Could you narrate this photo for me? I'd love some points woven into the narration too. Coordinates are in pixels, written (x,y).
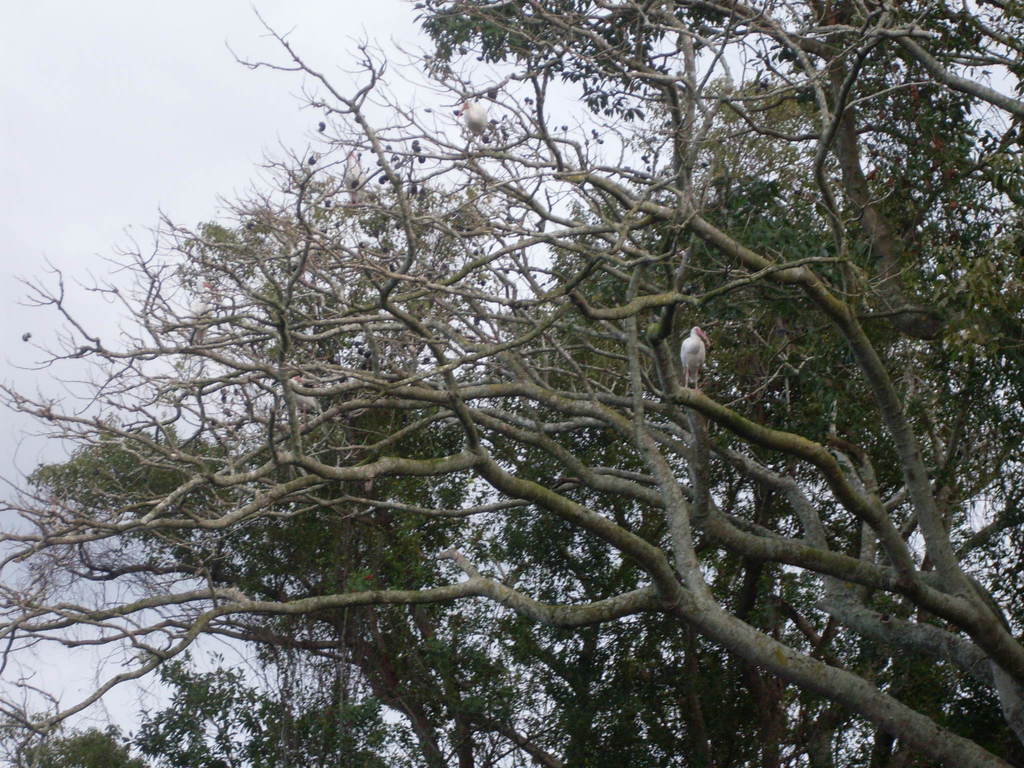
In this image there are trees (548,212), on the trees (652,336) there are birds (479,123). At the top (113,124) there is sky (170,183).
